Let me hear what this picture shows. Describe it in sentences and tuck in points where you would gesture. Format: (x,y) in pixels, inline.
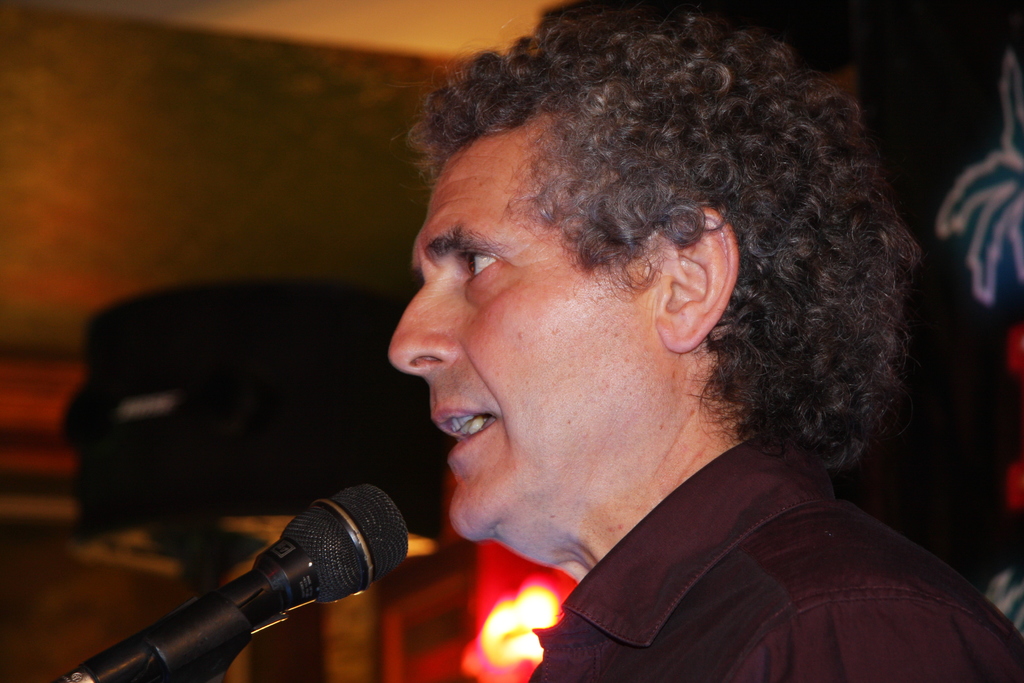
In the image there is a man (485,298) it looks like he is talking something, there is a mic (322,555) in front of him and the background of the man (448,297) is blur.
